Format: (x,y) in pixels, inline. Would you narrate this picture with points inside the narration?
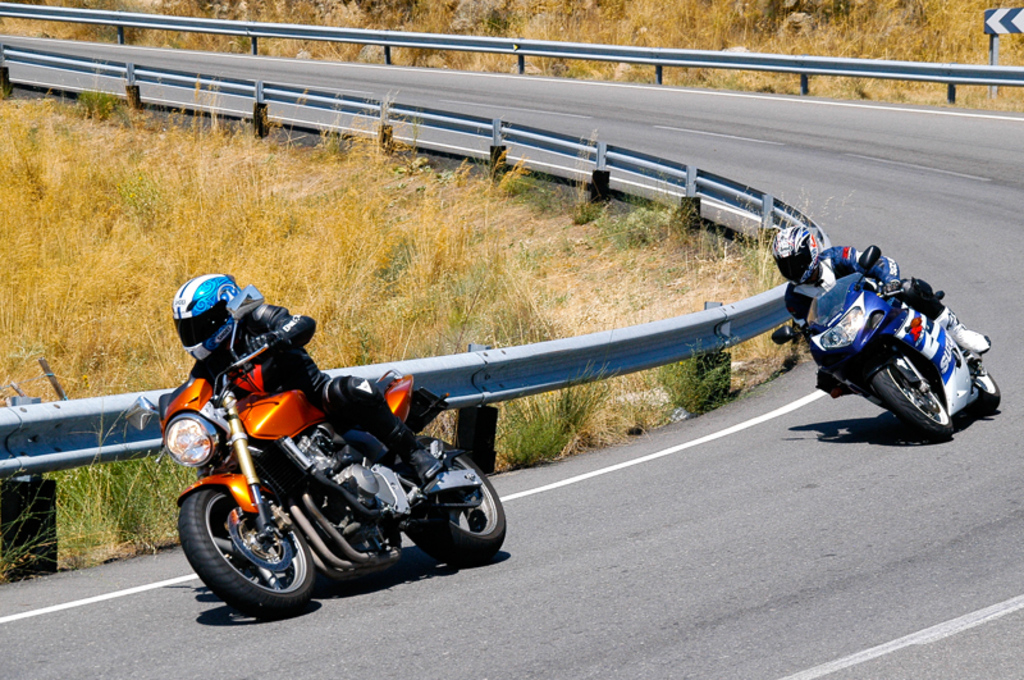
In this image we can see there are persons (910,301) riding a motorcycle (383,490) on the road (675,138). At the side there is a railing (671,177), board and grass (747,46).
